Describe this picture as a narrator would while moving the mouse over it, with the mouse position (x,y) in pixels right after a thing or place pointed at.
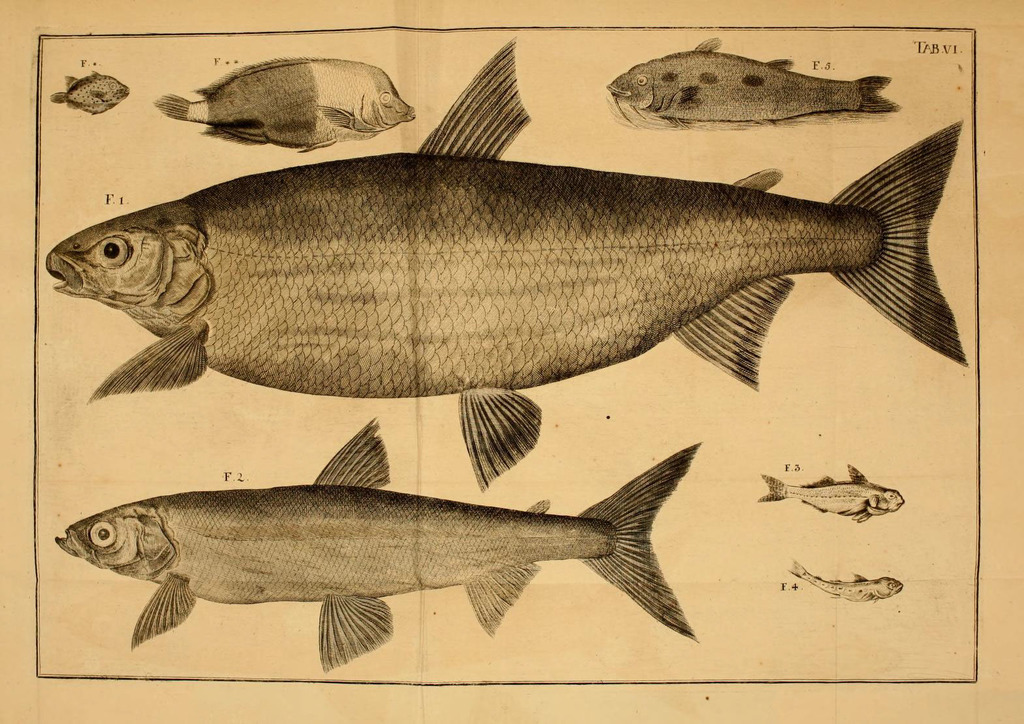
In this image there are seven fishes (418,377), there is a tan background (557,387) behind the fishes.
